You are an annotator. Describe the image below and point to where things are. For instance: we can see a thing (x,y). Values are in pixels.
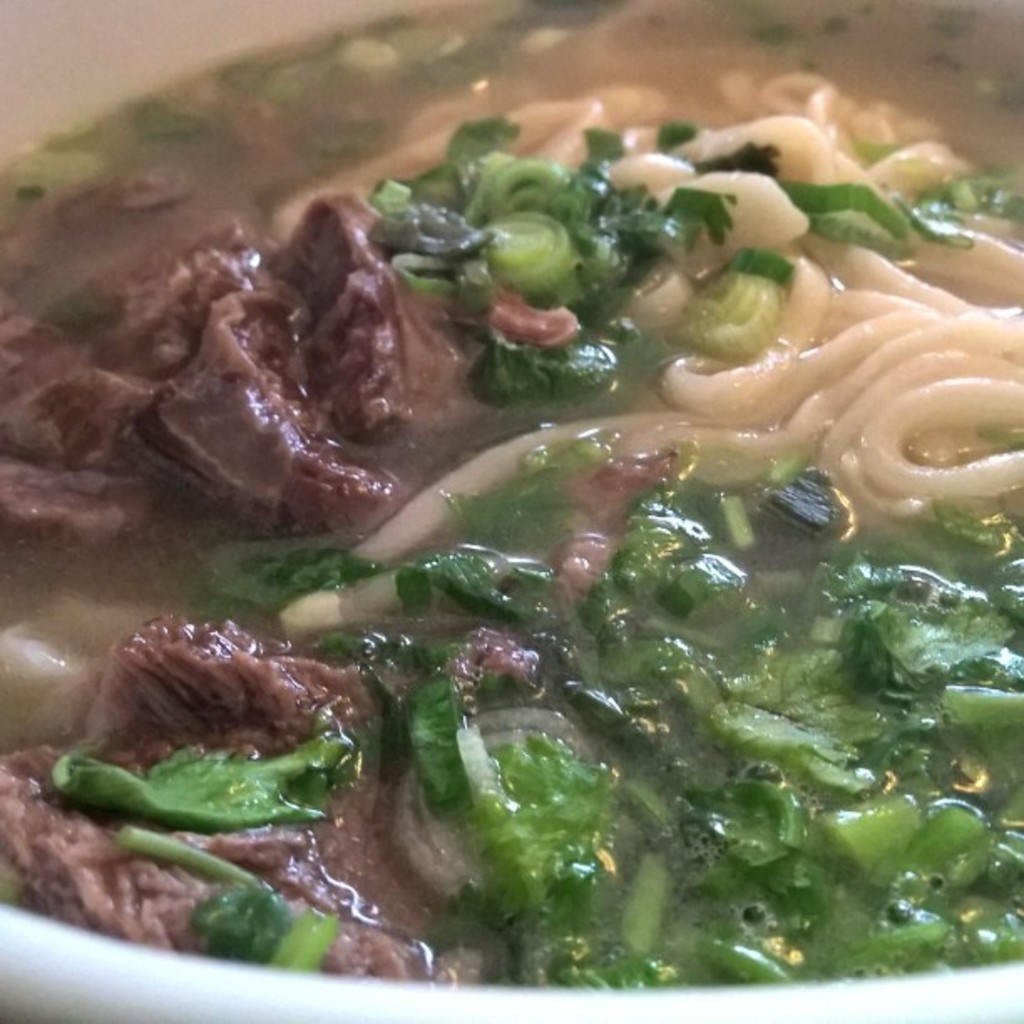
Here we can see a food item (248,265) with soup (582,389), noodles (987,402) and some other items (135,863) in a bowl (599,1013).
